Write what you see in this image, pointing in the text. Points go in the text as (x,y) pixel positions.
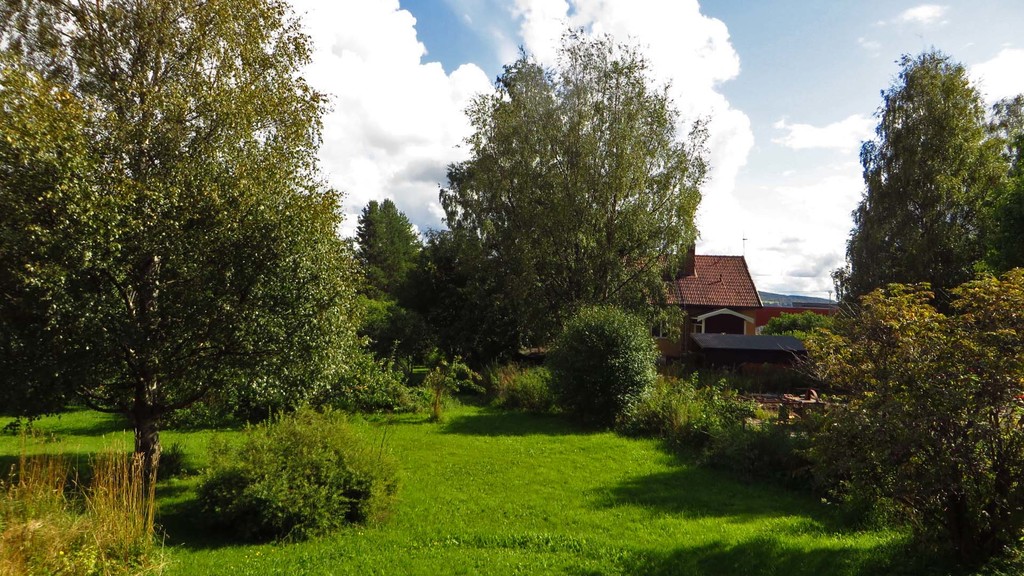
In this image there are some trees (544,298) as we can see in middle of this image (614,288) and there is a building (714,283) at right side of this image (698,278) and there is a sky (673,47) at top of this image (701,56) and there are some plants (302,476) and grass (501,498) at bottom of this image (398,510).
